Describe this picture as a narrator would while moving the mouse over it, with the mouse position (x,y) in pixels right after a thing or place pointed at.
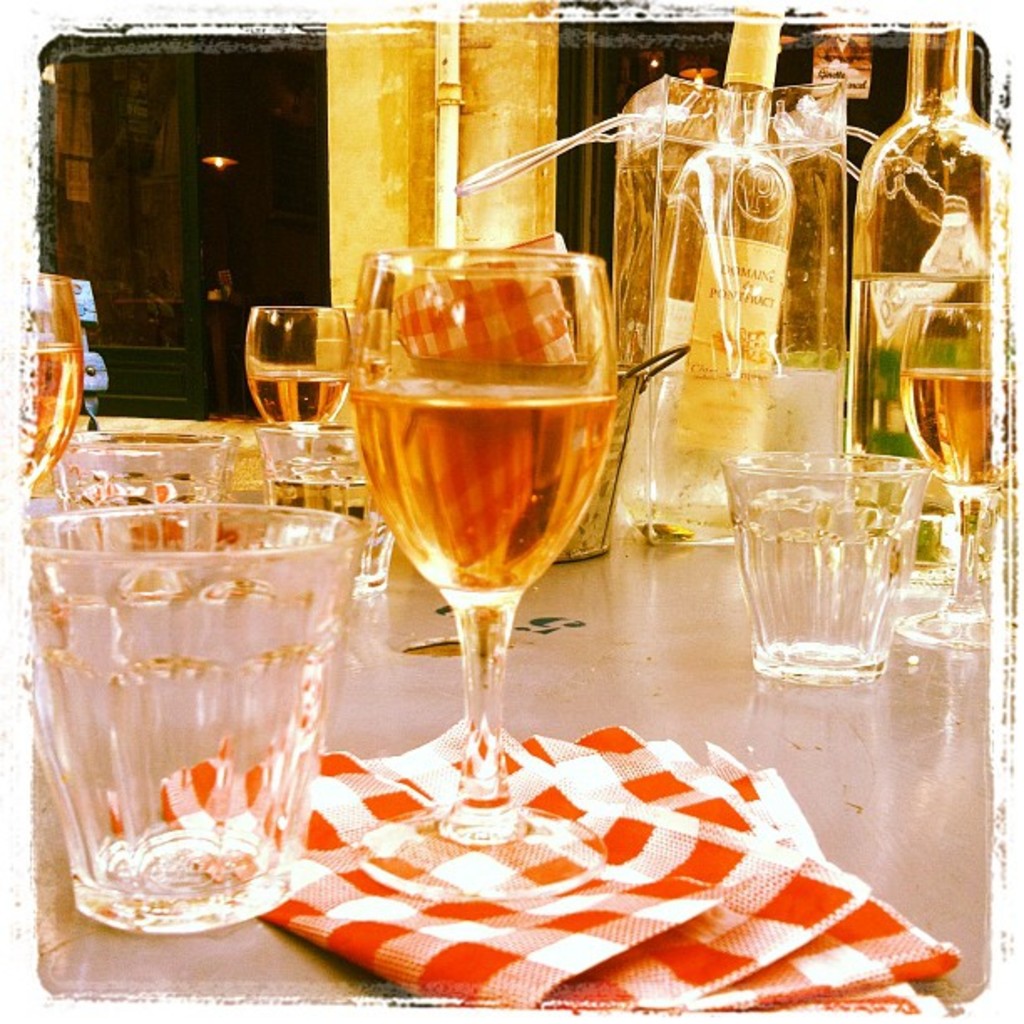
This is a photo. At the bottom of the image (907,718) we can see the table (735,702). On the table (342,987) we can see the bottles (873,435), glasses (38,460), cloth (712,801). At the top of the image (654,53) we can see the doors (312,143), wall (431,116), pipe (439,129) and lights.
